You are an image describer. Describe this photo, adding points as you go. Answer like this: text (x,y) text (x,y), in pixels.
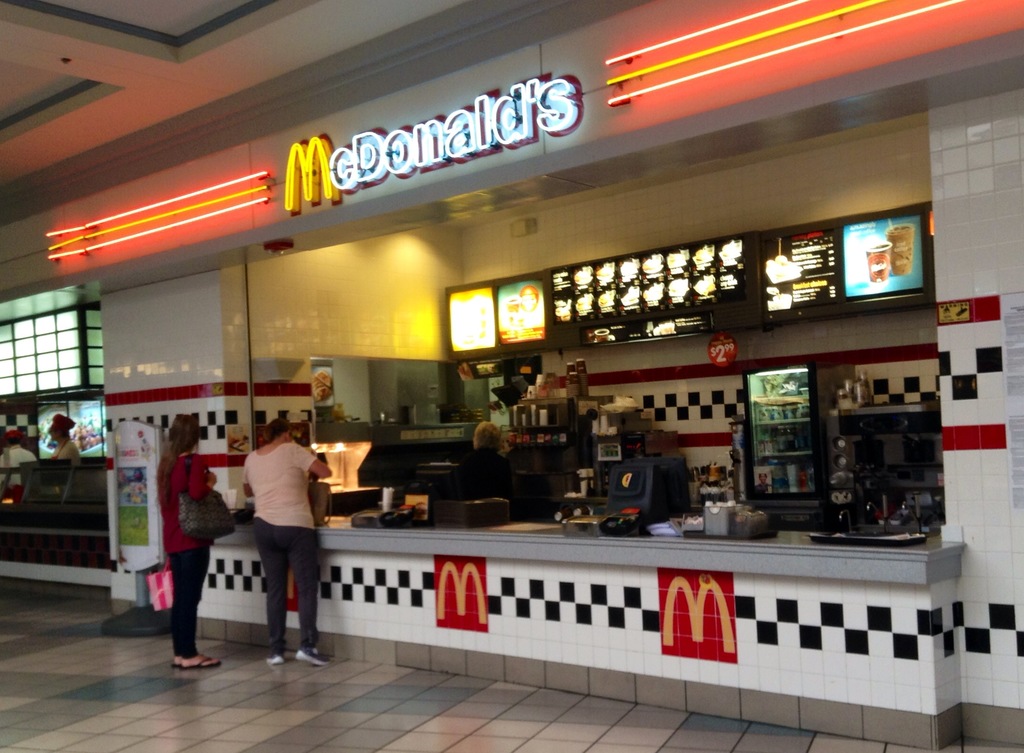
In this image, we can see two women (174,479) are standing in front of the stall (528,496). On the stall (444,473), we can see some food items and some electronic instrument (641,437). On the left side (106,474), we can see two people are standing in front of the table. On the top (305,160), we can see some lights (428,145) and some text (452,142) written on it. At the top (182,56), we can see a roof (162,119).
